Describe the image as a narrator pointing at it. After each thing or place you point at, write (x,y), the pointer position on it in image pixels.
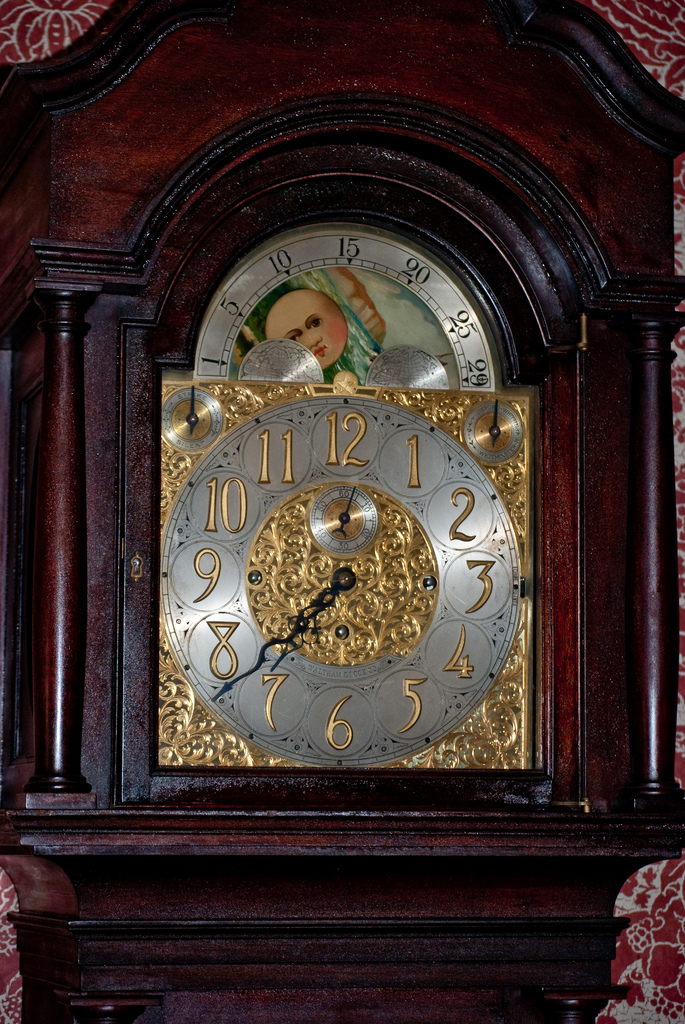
In this picture we can see a wall clock (626,593). Background (70,21) there is a designed wall (45,27).
